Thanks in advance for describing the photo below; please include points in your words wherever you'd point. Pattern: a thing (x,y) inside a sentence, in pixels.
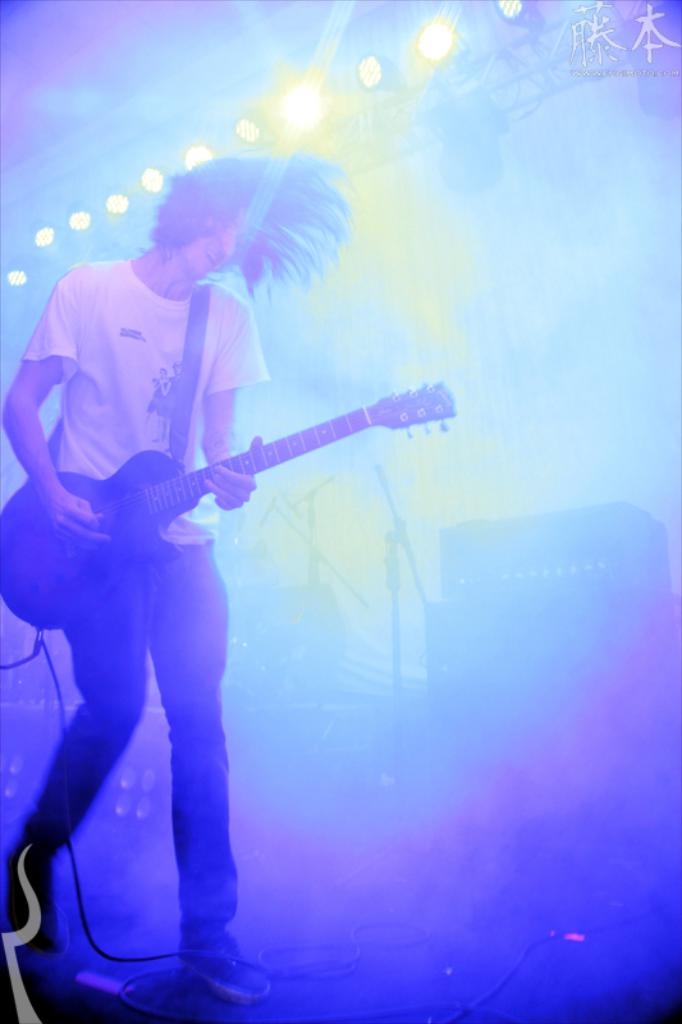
This pictures seems to be of inside. On the left (155,292) there is a man (132,337) wearing white color t-shirt (127,385), standing and playing guitar (143,452). In the background (543,621) we can see a speaker (616,598) and some focusing lights (427,38).
